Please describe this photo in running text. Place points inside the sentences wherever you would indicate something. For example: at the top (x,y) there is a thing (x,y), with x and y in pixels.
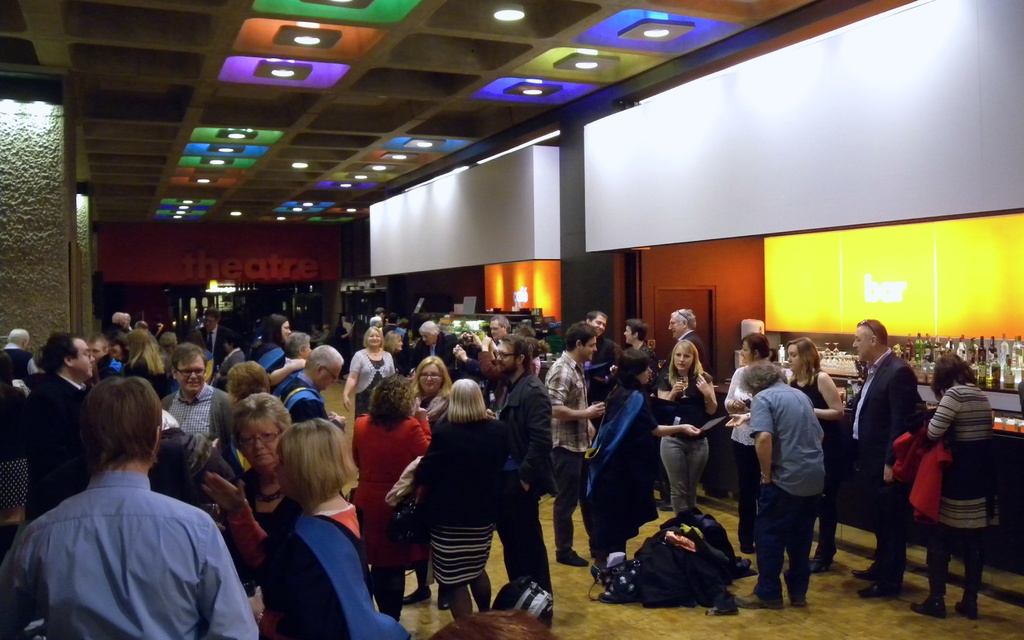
This picture is clicked inside. In the foreground (101,464) we can see the group of persons (518,437) standing on the ground (556,599) and there are some objects (626,596) placed on the ground (630,609). On the right (1005,407) we can see the counters (1005,407) and we can see there are many number of bottles (923,350) and some other objects (780,350) are placed on the top of the counters (1017,392). At the top (143,111) we can see the roof (173,51) and the ceiling lights (183,212). In the background (244,247) there is a text (307,266) on the wall (189,255) and we can see the door (704,304).
